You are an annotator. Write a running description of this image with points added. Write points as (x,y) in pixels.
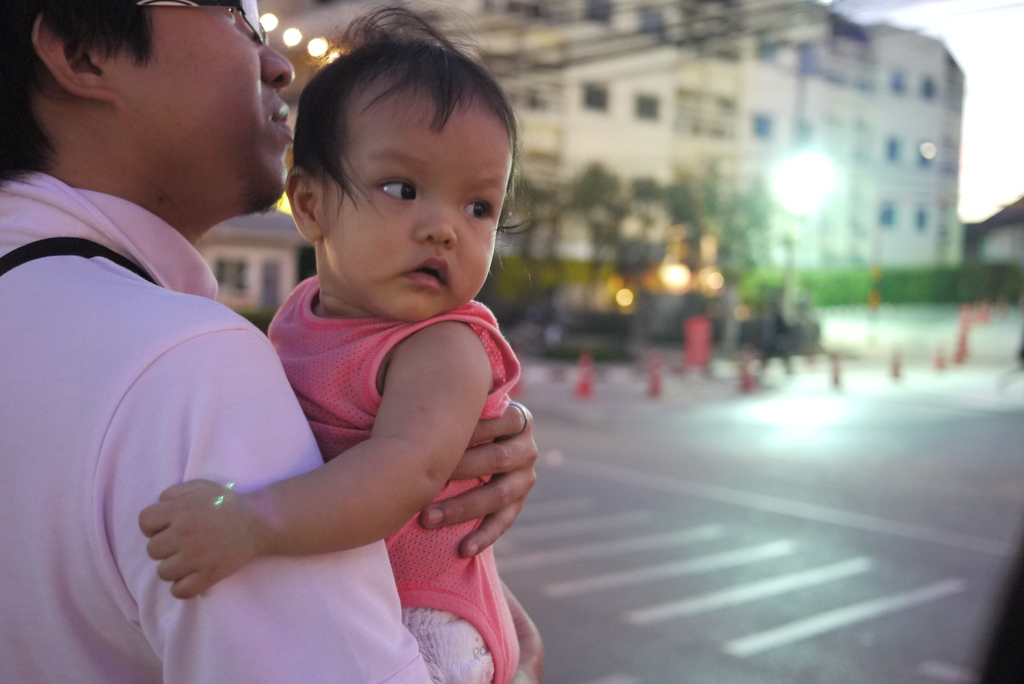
This image is clicked outside. There is a building (656,176) at the top (705,168). There is the man (222,400) on the left side (315,614). He is holding a baby (440,156) in his hands (461,458).
